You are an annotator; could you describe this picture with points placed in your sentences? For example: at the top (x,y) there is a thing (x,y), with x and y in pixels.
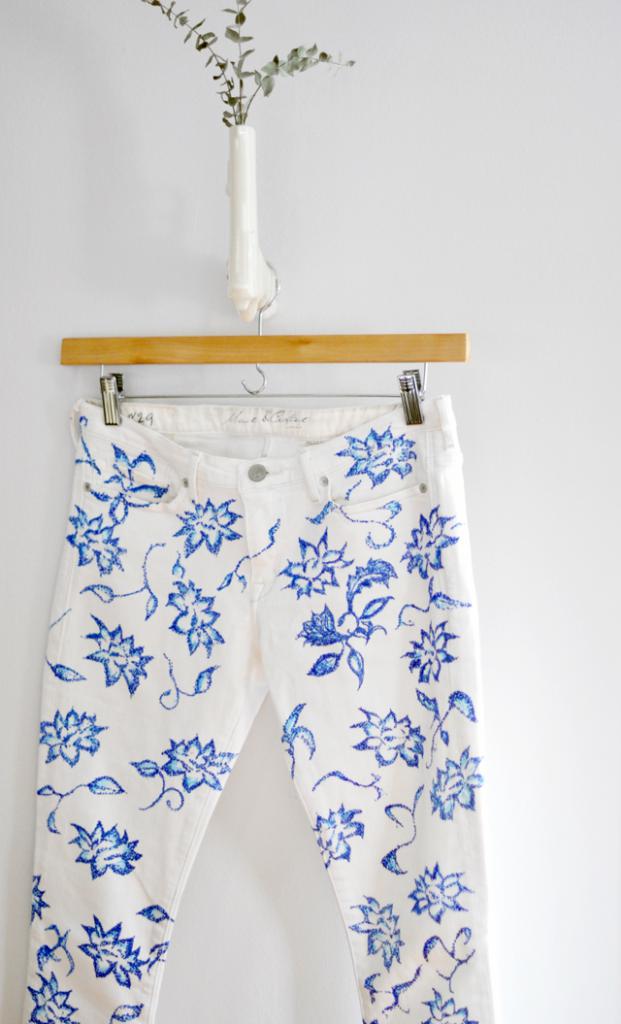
In this image in the center (309,573) there is one pant (309,542) which is hanging to a hanger (197,397) and there is one plant (227,96), in the background (186,242) there is a wall (582,663).
